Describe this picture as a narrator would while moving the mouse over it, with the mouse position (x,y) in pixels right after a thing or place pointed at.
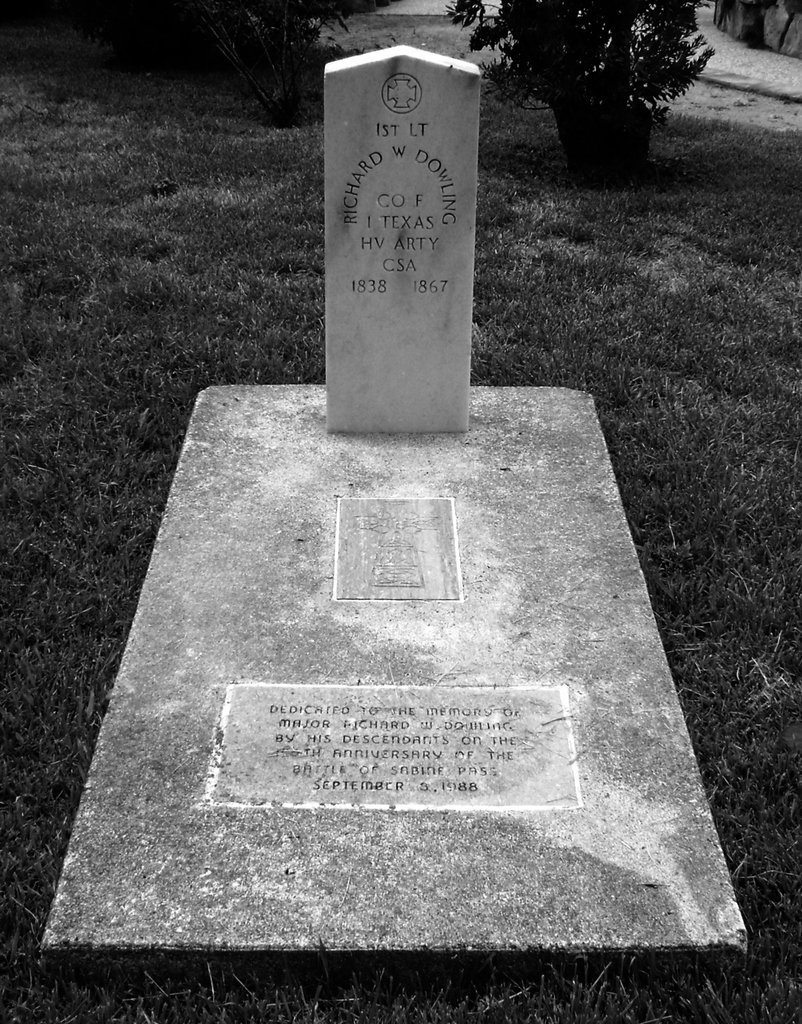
This is a black and white image. In this there is a grave (315,752) with something written on that. On the ground (664,317) there is grass (163,309). In the back (612,53) there are plants (304,60).
